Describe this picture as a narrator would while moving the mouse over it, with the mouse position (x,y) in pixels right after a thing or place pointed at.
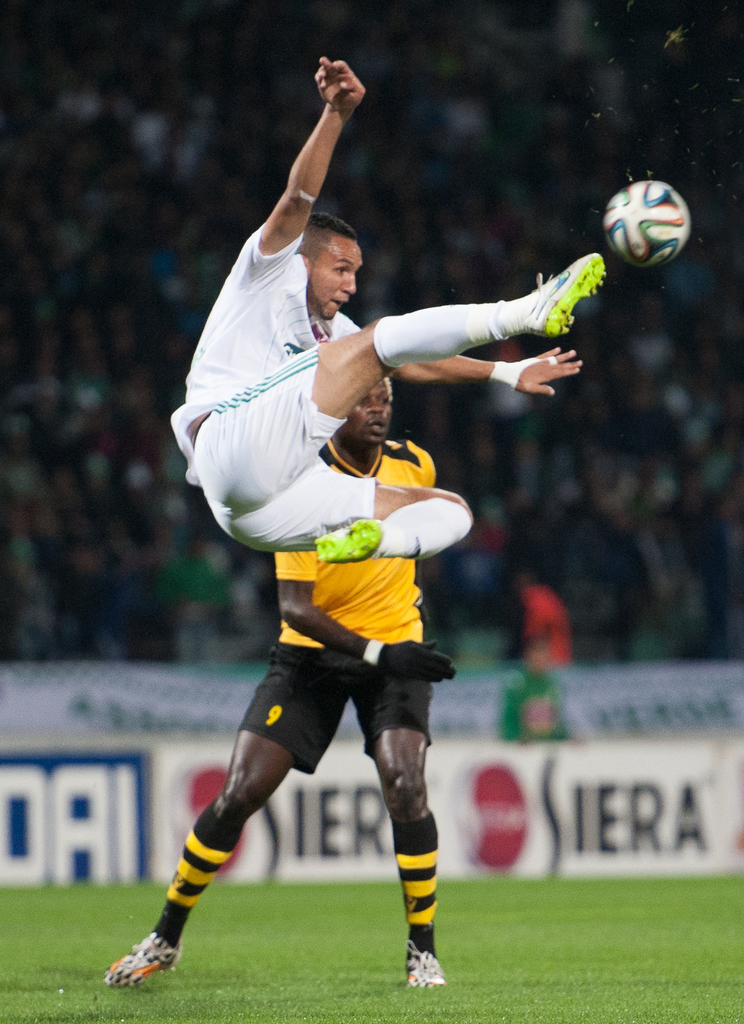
In this image i can see two men (331,558) playing the foot ball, at the back ground (602,794) i can see a banner (581,804).
